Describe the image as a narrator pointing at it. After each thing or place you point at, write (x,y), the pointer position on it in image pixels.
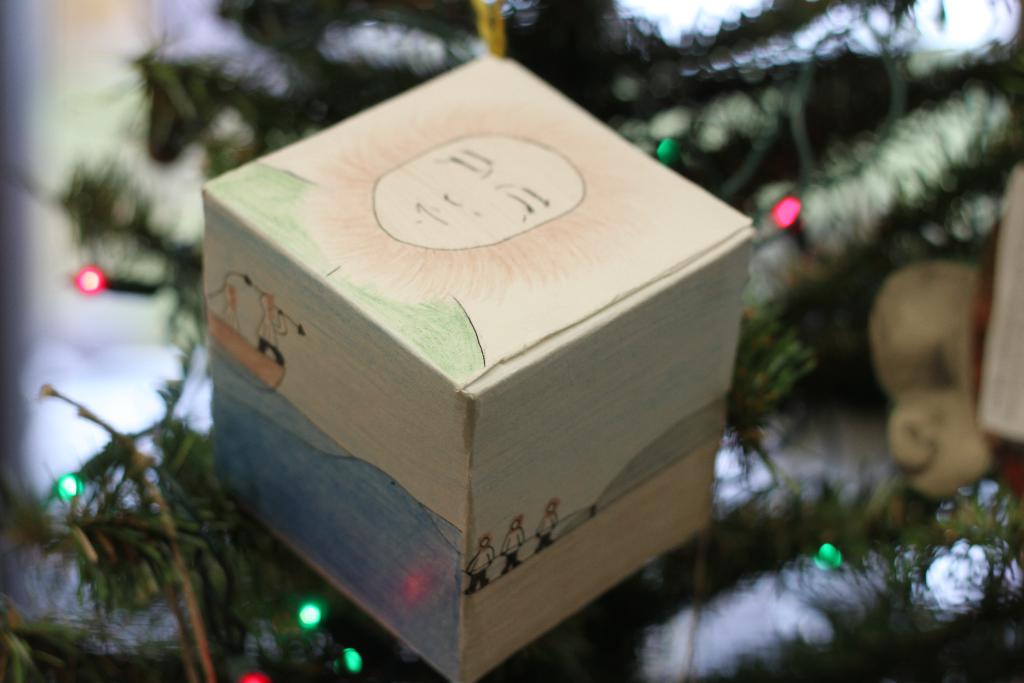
In this image there is an xmas tree (852,151) and we can see a cardboard box (488,479). There are lights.
